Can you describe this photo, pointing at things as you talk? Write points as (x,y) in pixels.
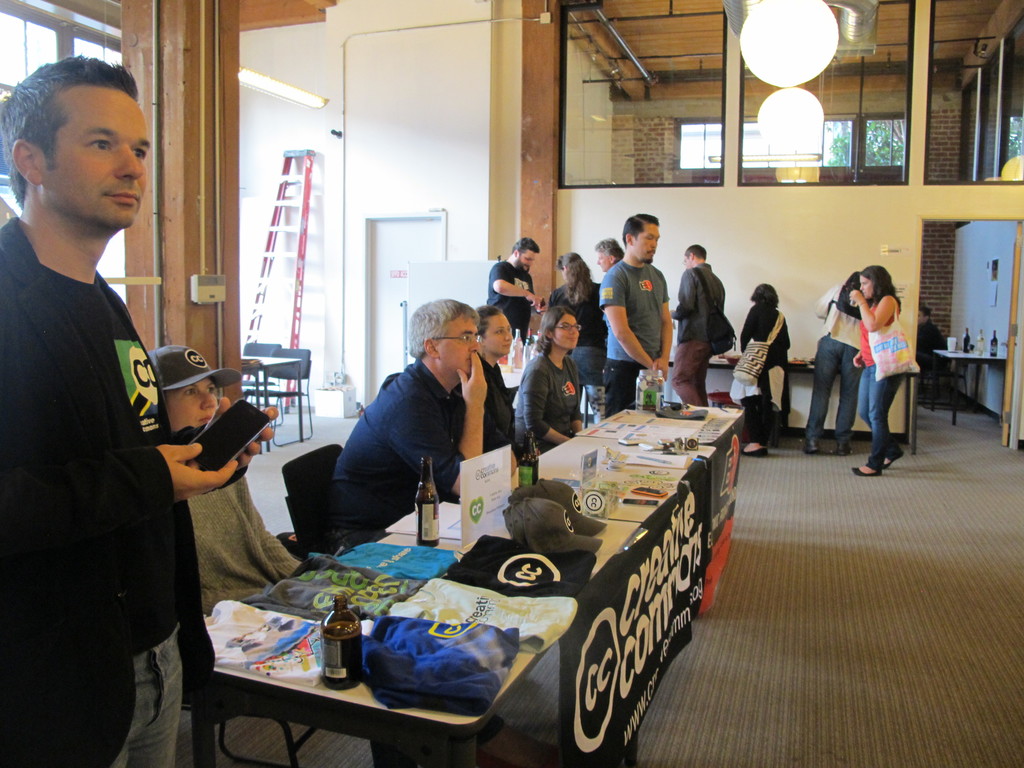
There are 4 people (413,446) here sitting on the chair (312,467) at the table (641,469) and behind there are people (647,304) standing in a queue (647,317). On the table (665,474) there are bottles (328,621), papers (485,518) and t-shirts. In the background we can see ladder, door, glass door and light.
